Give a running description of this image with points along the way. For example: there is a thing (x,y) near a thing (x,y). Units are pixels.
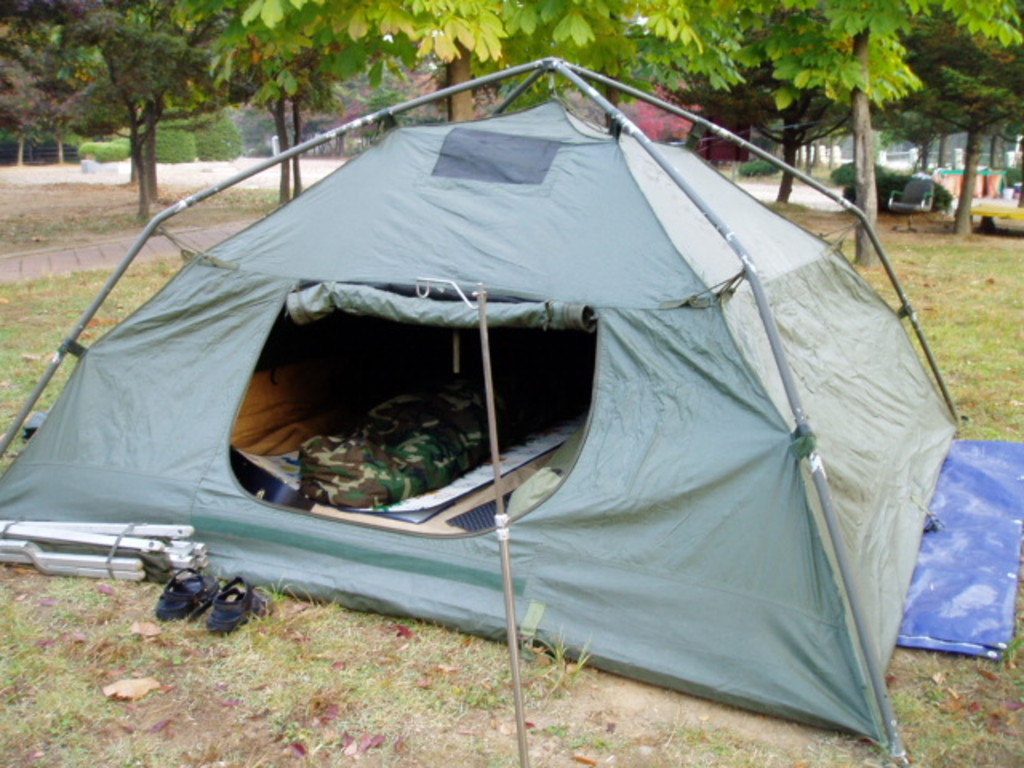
Here I can see a tent (242,249) which is placed on the ground (155,696). Inside I can see a person (389,437) is lying and out of this tent (259,556) I can see the footwear (198,601) and some metal rods (79,571). In the background (485,68) there are some trees (528,51) and road (325,165). On the right side (913,185), I can see a chair (913,185) which is placed under the tree (950,101).
